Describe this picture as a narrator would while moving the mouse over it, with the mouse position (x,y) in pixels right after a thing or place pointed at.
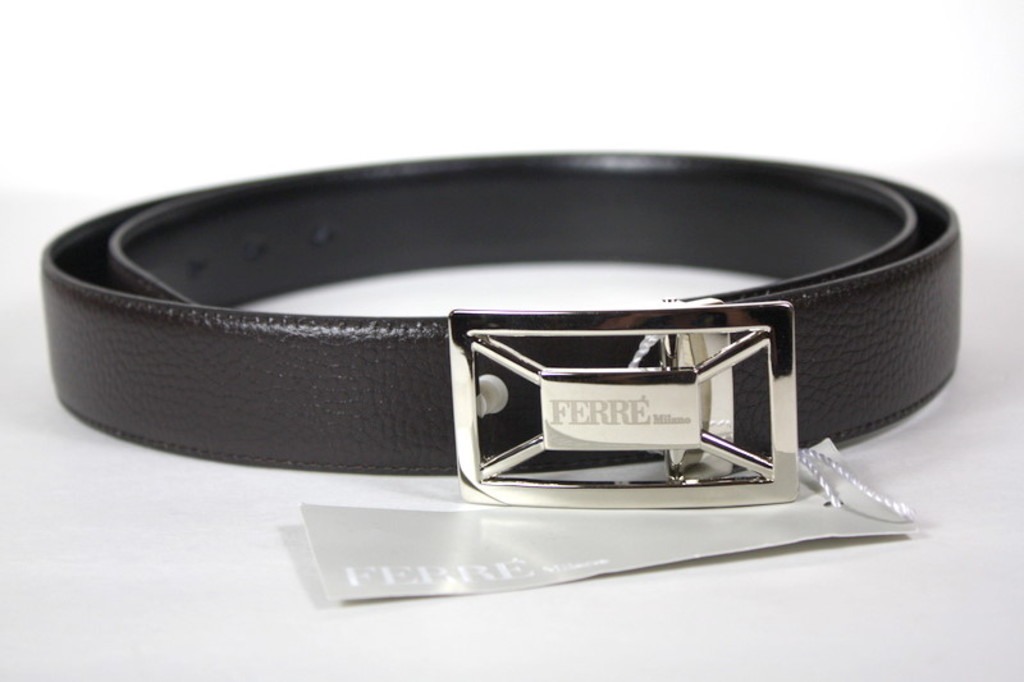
In this picture we can see a leather belt (689,475) which is black in color and we can see a tag (698,558). Remaining portion of the picture is in white color.
